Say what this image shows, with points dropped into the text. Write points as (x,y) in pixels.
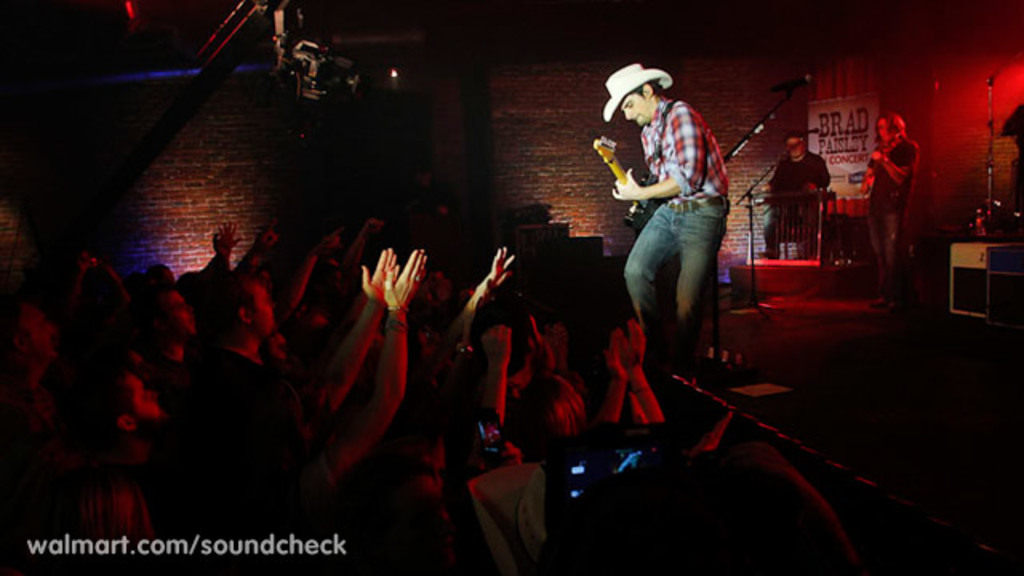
There is a group of a people (483,397). The persons (663,125) are playing a musical instruments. Everyone listening to him. We can see in the background (514,164) red wall bricks (510,183).
